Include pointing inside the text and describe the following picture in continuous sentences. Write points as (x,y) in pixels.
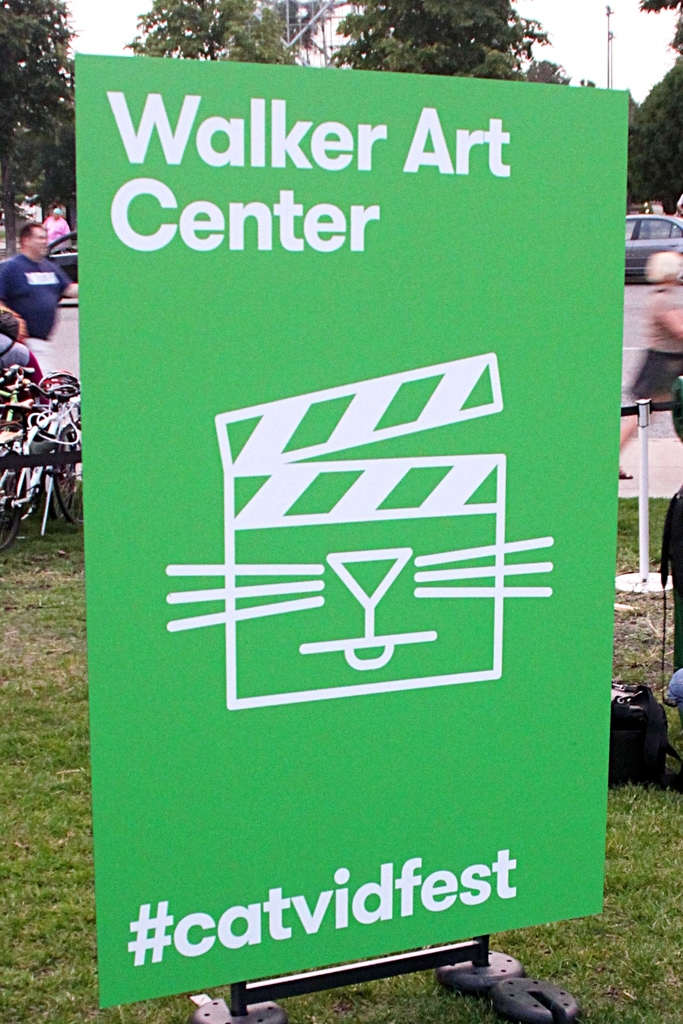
In this image I can see the green color board (347,582). At the back of the board (94,458) I can see few bicycles (25,450) and the people (24,343) with different color dresses (13,289). There is a vehicle (631,247) in the road (642,288). In the background (430,62) there are many trees (357,50) and the sky (658,41).
